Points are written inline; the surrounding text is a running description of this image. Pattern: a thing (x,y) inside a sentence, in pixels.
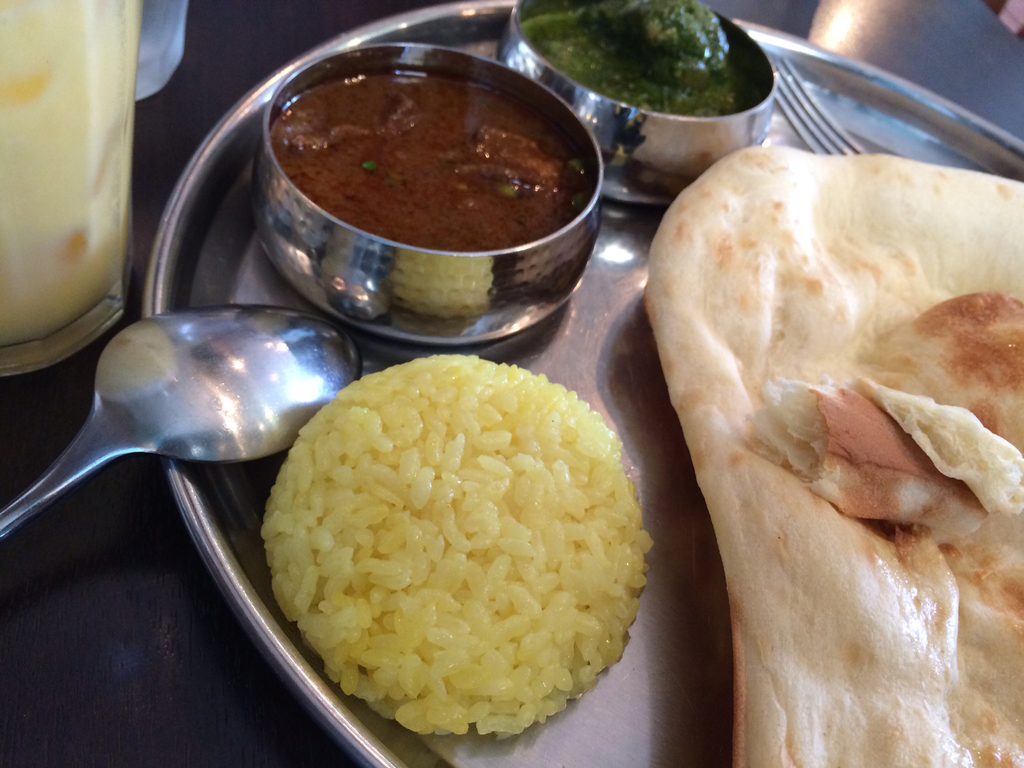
In this image we can see some food (467,240) spoon (161,387), fork (826,142) on the plate (585,355) and on the left side (122,16) we can see the glass (1,208).
